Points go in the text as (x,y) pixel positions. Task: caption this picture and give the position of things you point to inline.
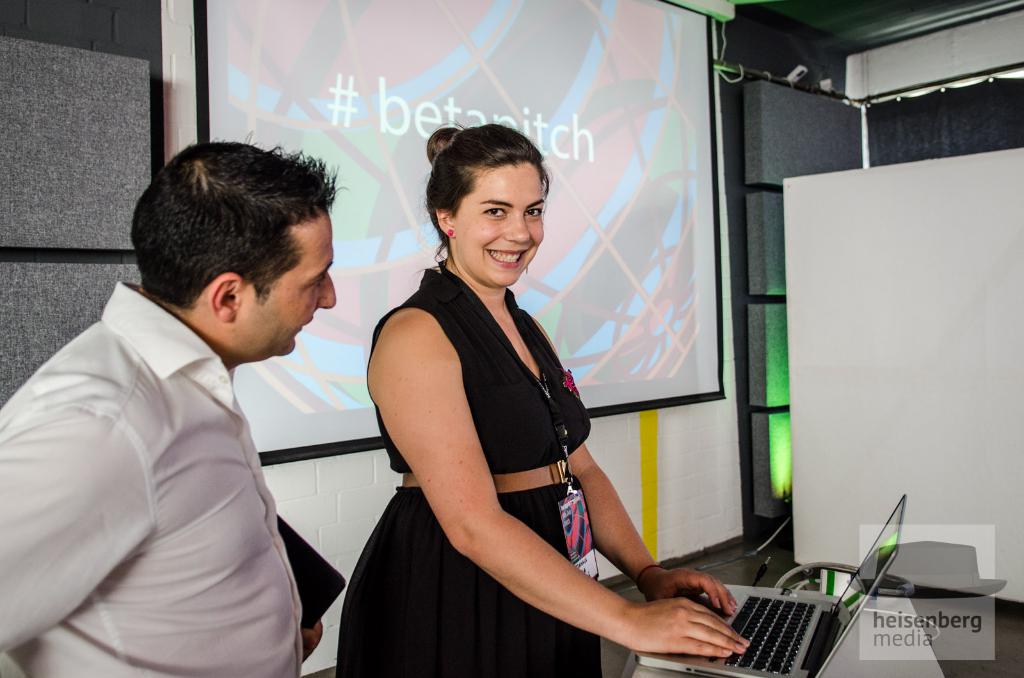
This picture describe about a women (517,409) wearing black color top (489,390) with id card (569,555) working on the silver laptop (748,608), smiling and giving a pose into the camera. Beside there is a man (311,242) wearing a white shirt (171,637) looking to the woman (461,478). Behind we can see the projector screen (243,383), curtain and wall (662,456).
